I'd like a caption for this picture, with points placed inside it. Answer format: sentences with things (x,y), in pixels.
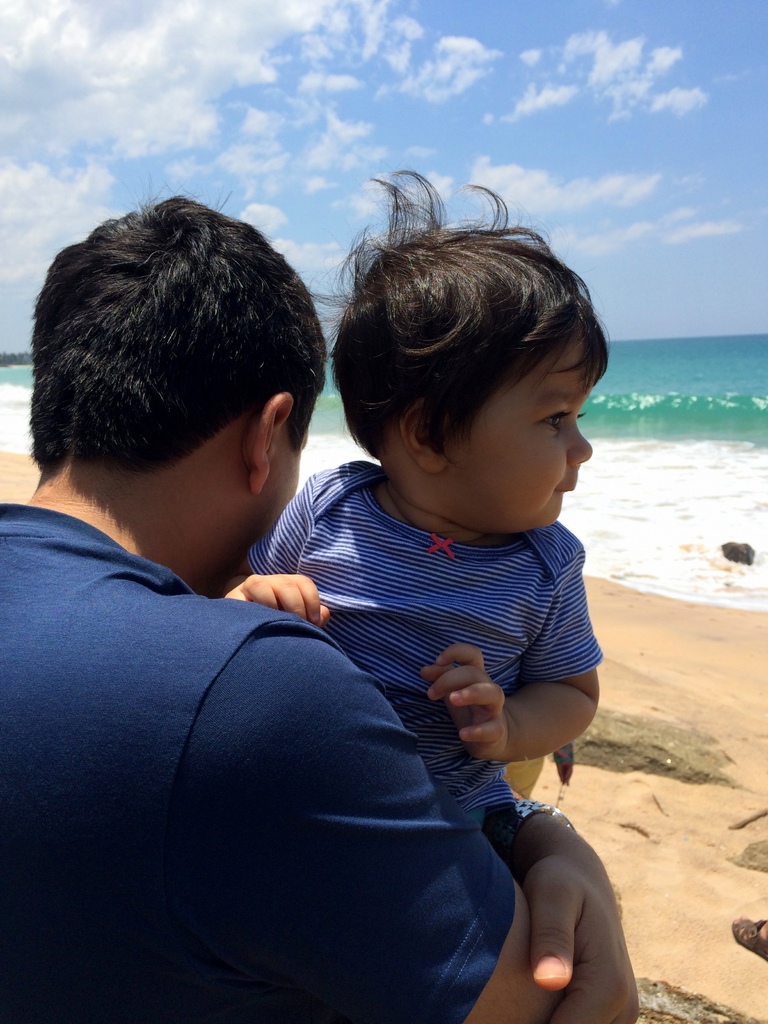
In this image, we can see a person (293,843) wearing clothes (347,845) and holding a baby (510,548) with his hands (550,945). There is a sea (720,361) in the middle of the image (336,403). There is a sky (516,129) at the top of the image (506,144).
